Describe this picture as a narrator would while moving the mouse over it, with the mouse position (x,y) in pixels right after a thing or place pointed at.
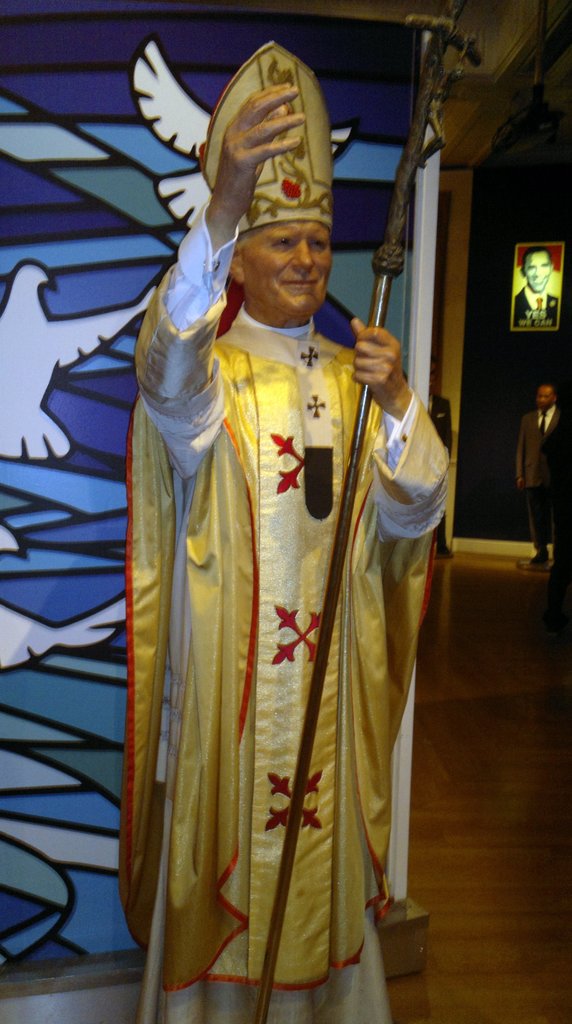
In this picture we can see statue (286,672) of a man (294,671) standing and holding a stick (382,296), behind this statue (294,176) we can see painting (322,50) of an object (339,144). In the background of the image (531,511) there is a man (537,517) standing and we can see floor (528,710) and frame (517,303) on the wall (492,372).
